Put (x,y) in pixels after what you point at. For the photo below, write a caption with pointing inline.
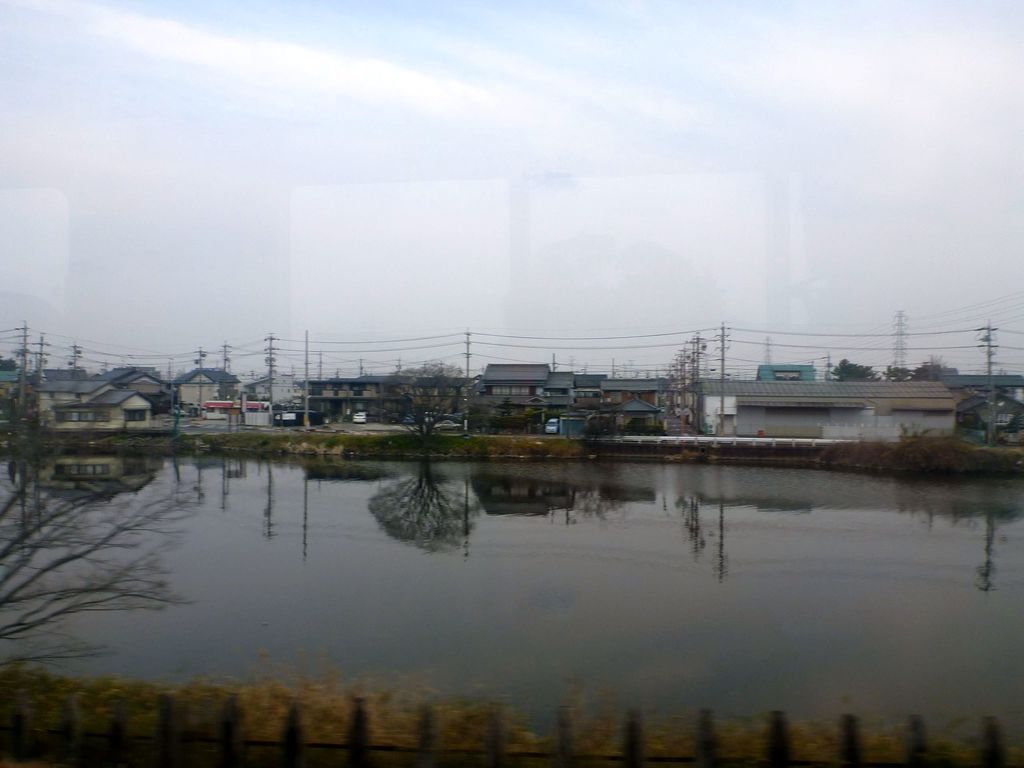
In this image there is the sky (433,156) towards the top of the image (492,156), there are clouds (402,132) in the sky (585,163), there are houses (700,401), there are poles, there are wires (98,357), there is water (622,538), there are plants (799,743) towards the bottom of the image (650,736), there is a tree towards the left of the image (74,565), there is a wooden fence (857,746) towards the bottom of the image (68,730).
